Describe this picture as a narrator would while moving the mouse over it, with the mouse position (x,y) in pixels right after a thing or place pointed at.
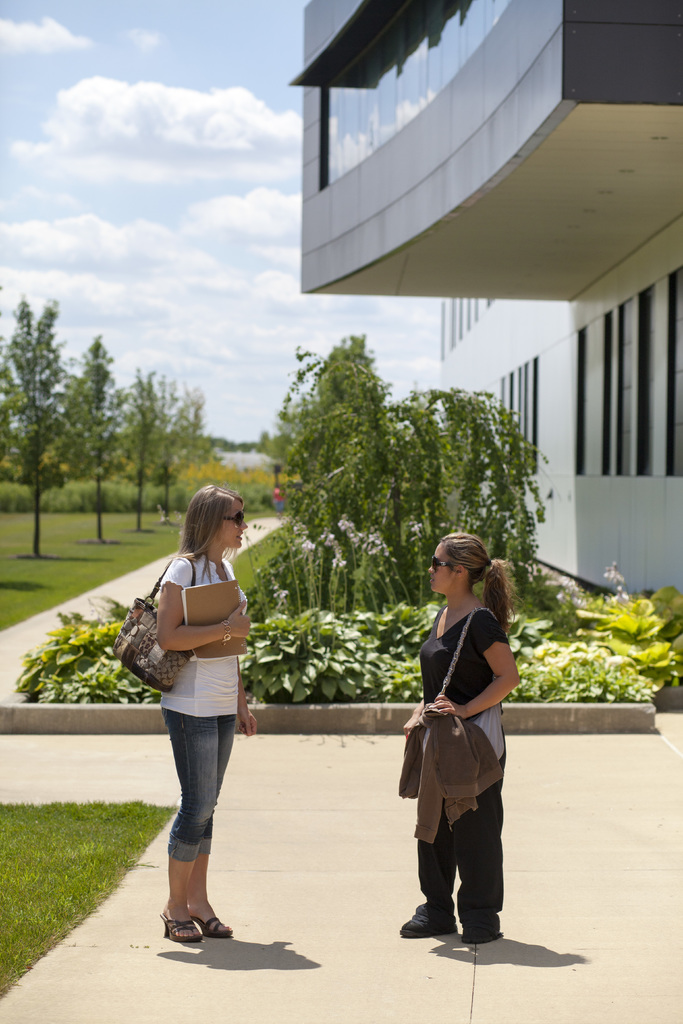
In this image I can see two person (497,679) standing, the person (441,684) at right (500,674) is wearing black color dress (481,679) and the person (236,677) at left (211,679) is wearing white and blue color dress (198,684). Background (176,333) I can see trees (35,452) in green color, the building (458,312) in white color and the sky (178,167) is also in white color.
